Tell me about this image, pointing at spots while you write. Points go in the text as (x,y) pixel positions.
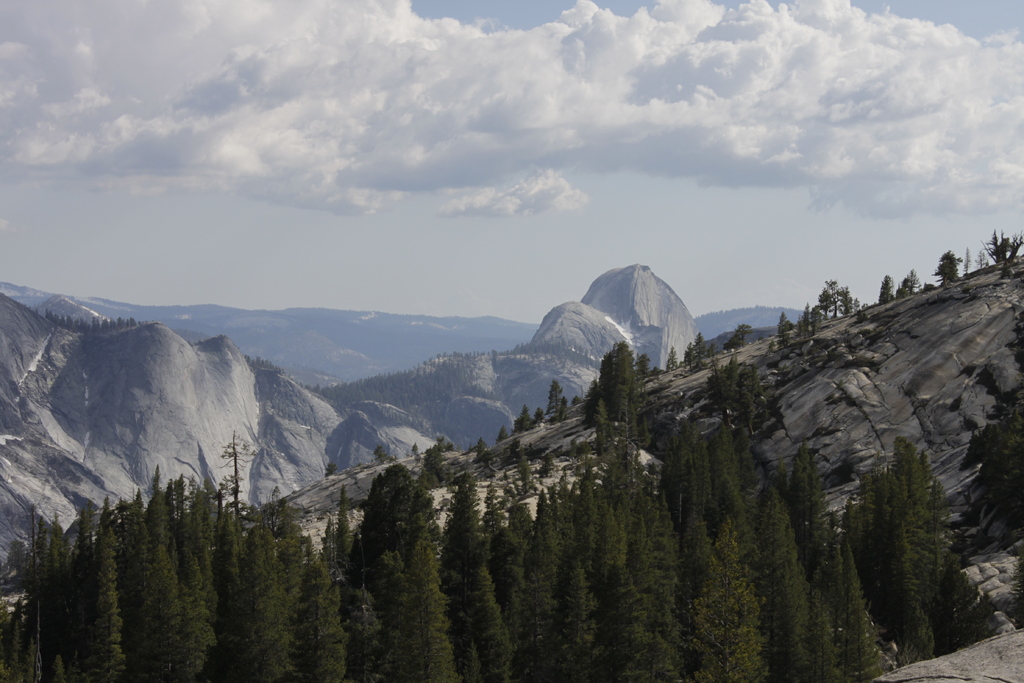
In this image we can see the mountains (169,355), trees (531,537) and the cloudy sky (540,146).
